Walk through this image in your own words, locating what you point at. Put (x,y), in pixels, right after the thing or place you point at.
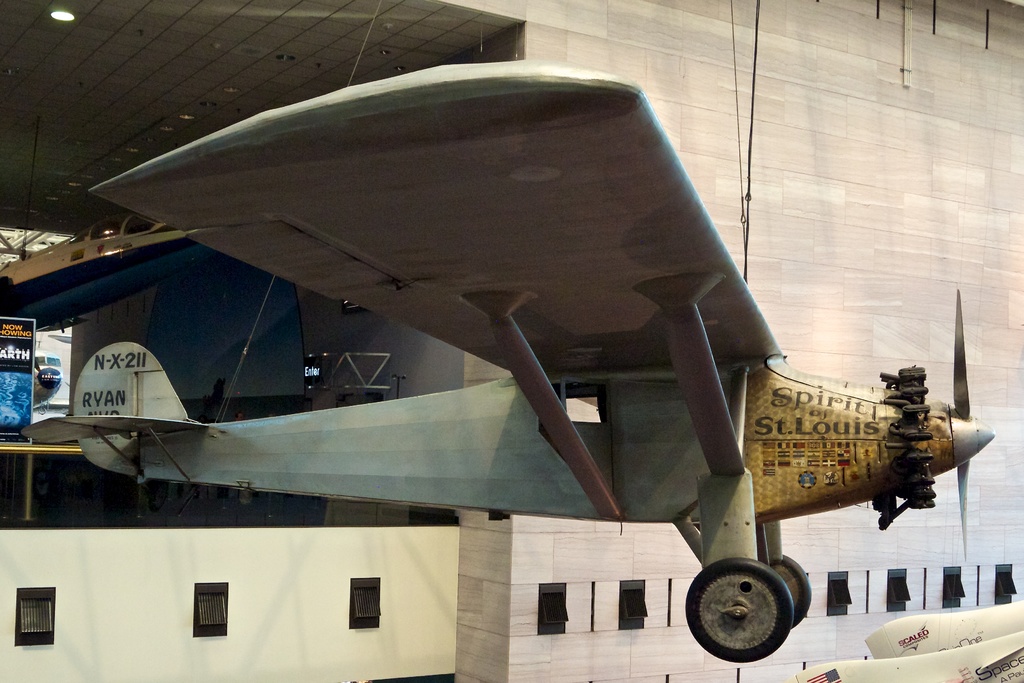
In this image we can see airplanes (15,276), boards (12,360), wall (774,191), rope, light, windows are there.
